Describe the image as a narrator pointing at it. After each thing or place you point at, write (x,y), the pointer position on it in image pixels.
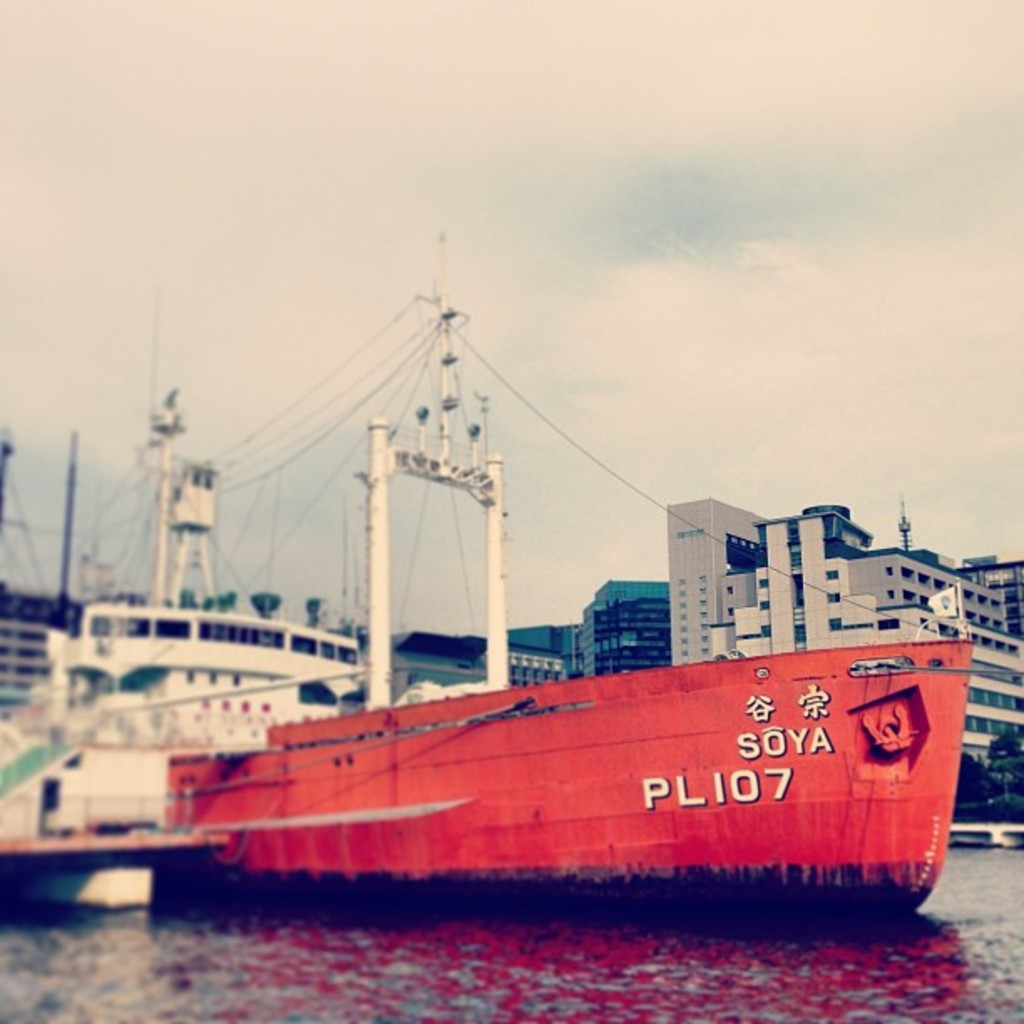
In the background (529,209) we can see the sky (529,209) and buildings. In this picture we can see the ships (672,737), trees (960,787), water (633,986) and few objects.
